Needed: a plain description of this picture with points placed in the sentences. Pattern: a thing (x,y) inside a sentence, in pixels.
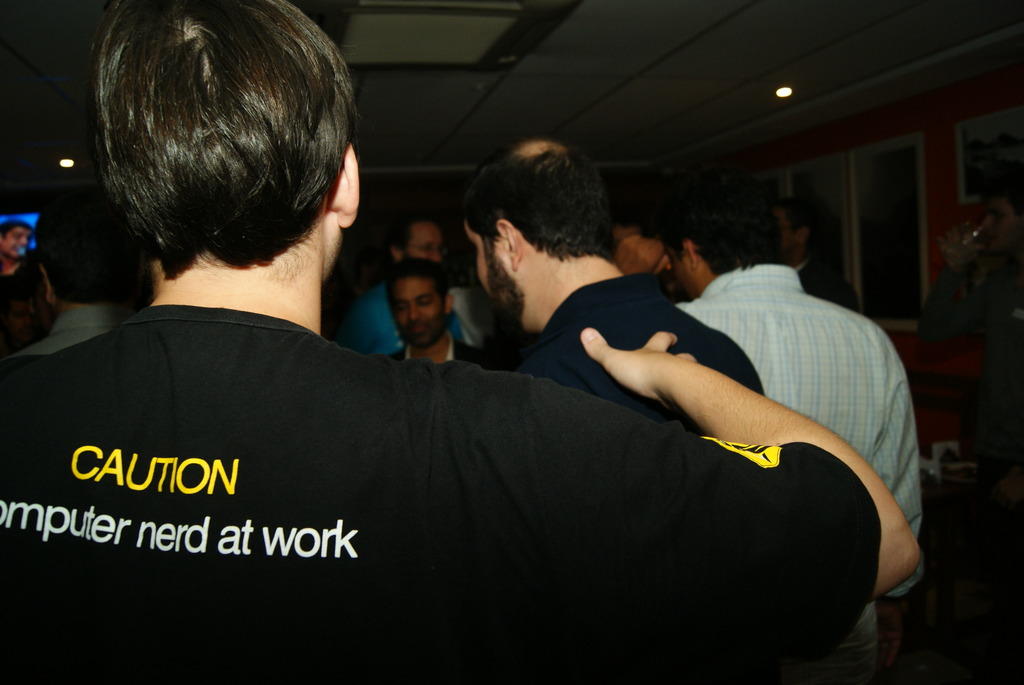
In the center of the image (585,259) we can see a few people (480,204) are standing and they are in different costumes (408,475). And the front person (420,588) is in a black t shirt (453,604). On the t shirt (344,511), we can see some text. In the background (895,163) there is a wall (935,166), window (894,281), frame (966,158), light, one monitor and a few other objects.
